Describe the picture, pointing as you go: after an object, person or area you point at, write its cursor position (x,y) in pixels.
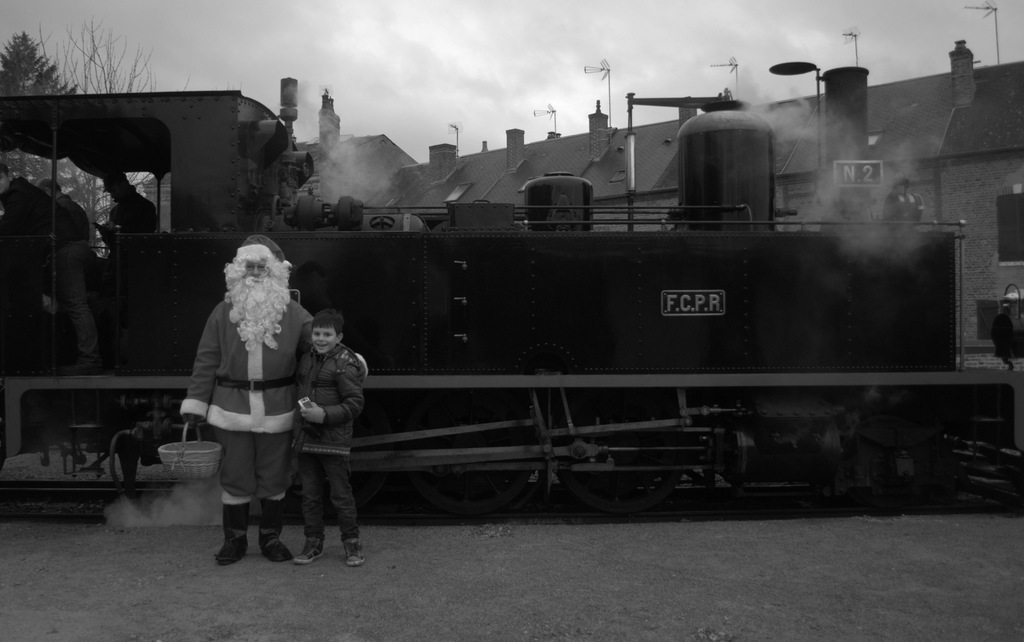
In this picture I can observe Santa Claus (225,421) standing on the land (212,556). Beside him there is a boy (326,419). Behind them there is a rail engine (483,278). In the background (445,73) there are some clouds (468,59) in the sky (466,49).
